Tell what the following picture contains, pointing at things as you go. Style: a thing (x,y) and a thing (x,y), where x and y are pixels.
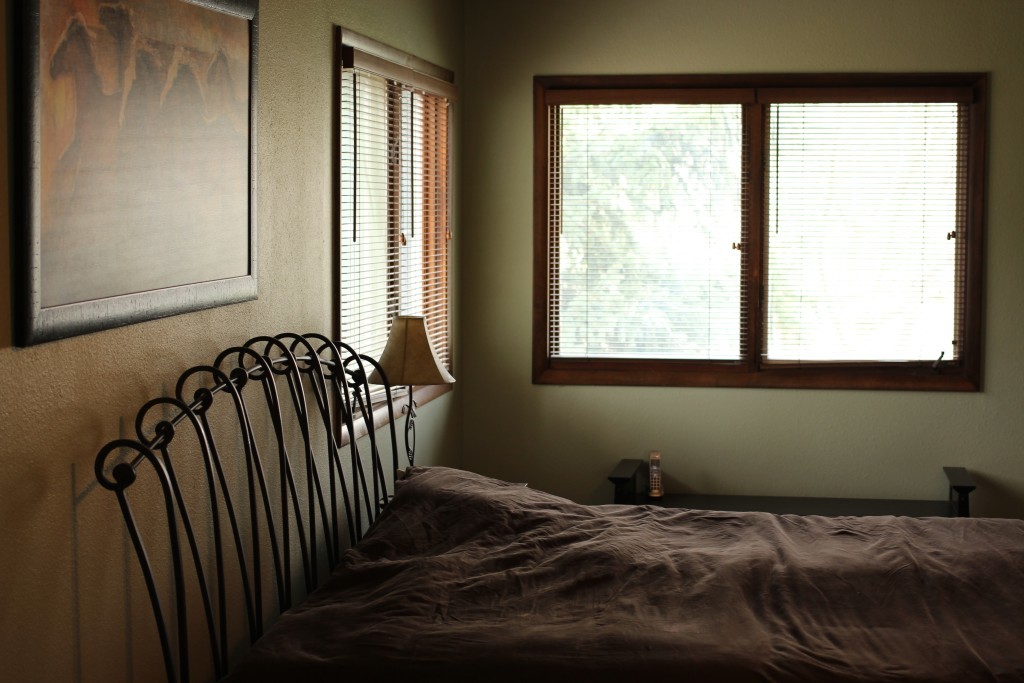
In this image I can see at the bottom (480,500) there is the bed (533,593) and there is a bed lamp (397,364). In the middle (370,313) there are windows (573,209), on the left side (195,127) there is a photo frame (164,193) on the wall (150,327).
